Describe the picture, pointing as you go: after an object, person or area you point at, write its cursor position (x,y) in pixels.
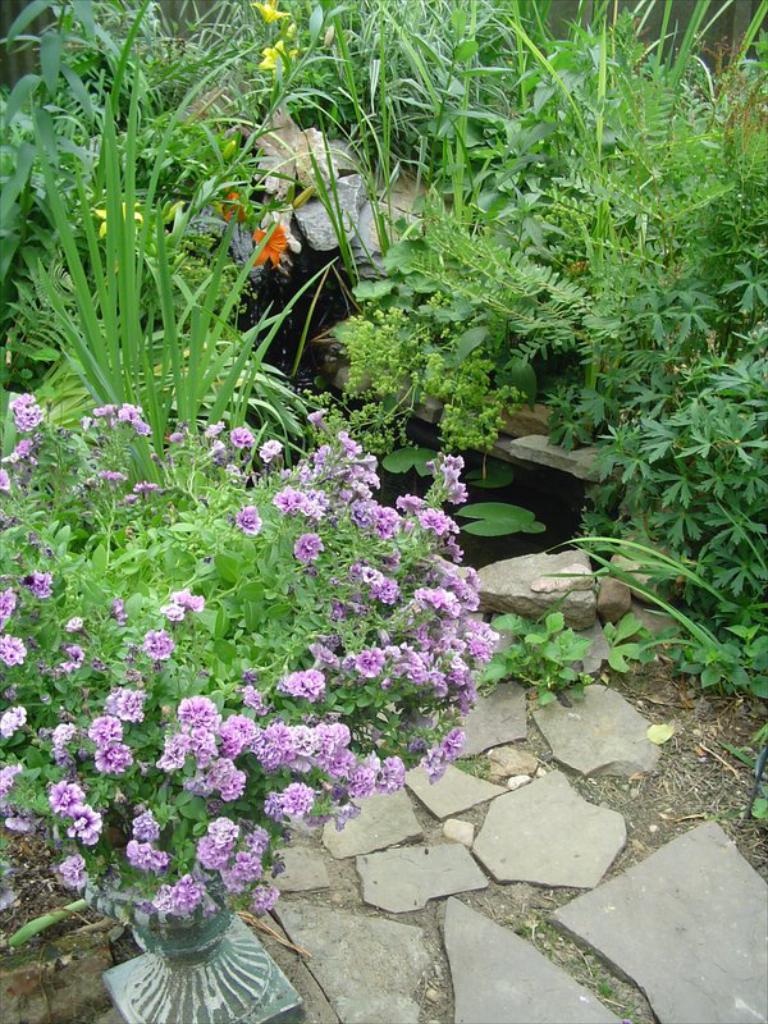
In this image I can see many plants (403,13) on the ground (587,642). On the left side (236,699), I can see some flowers (447,582) on a plant (180,796).
